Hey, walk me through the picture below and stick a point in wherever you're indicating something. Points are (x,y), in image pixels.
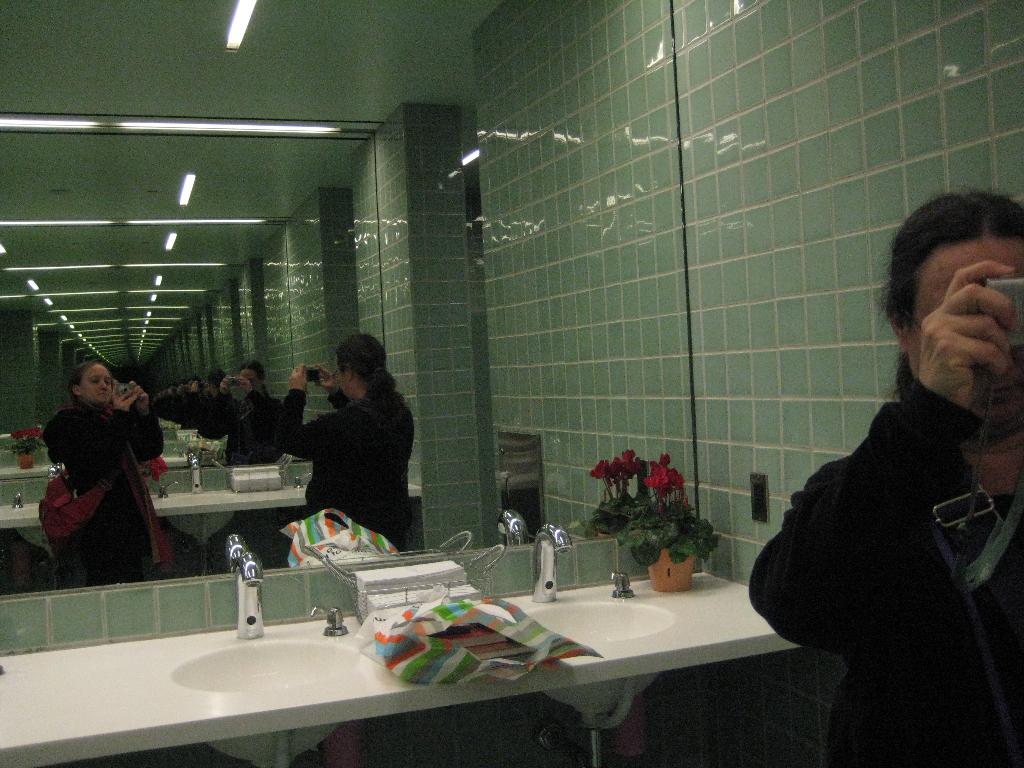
There is one woman (943,565) standing and holding a camera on the right side of this image (901,507). We can see a mirror (462,460) on the left side of this image (297,213). There is a sink (269,644), a flower pot (690,534) and other objects (391,613) are kept at the bottom of this image (253,614). We can see a reflection (228,425) of a person (189,408) in the mirror (134,357).
